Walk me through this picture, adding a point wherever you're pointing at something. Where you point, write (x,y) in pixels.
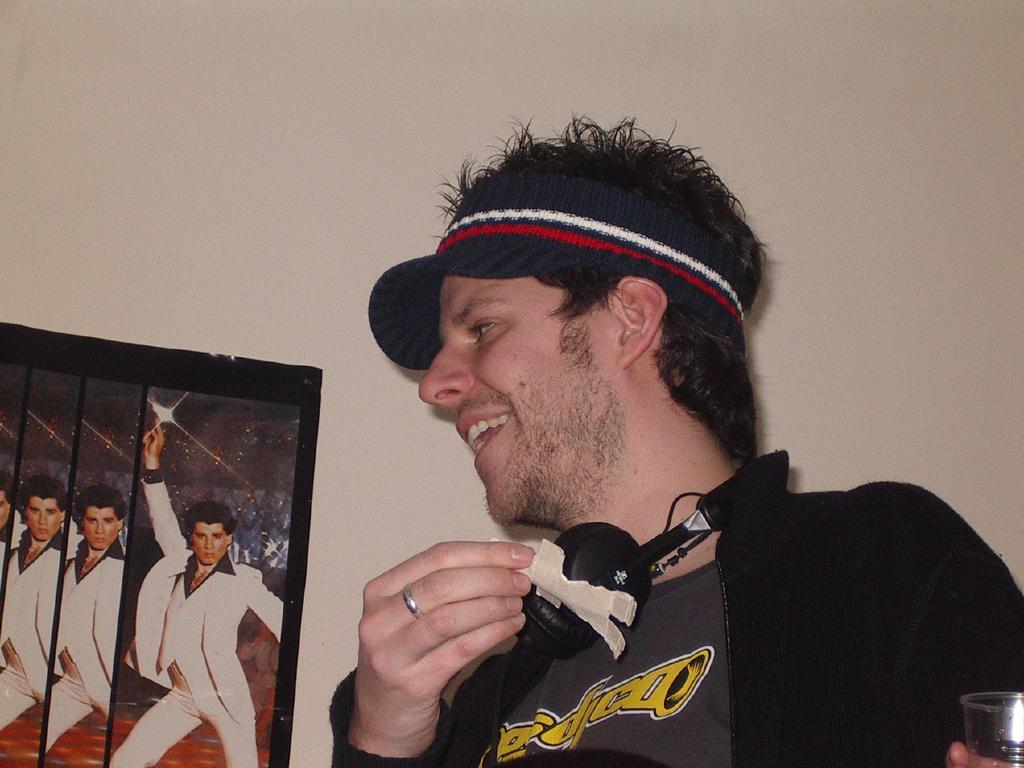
In this picture we can see a man (485,312) wore a cap (527,179), headsets (612,554), holding an object (556,582) and a glass (991,745) with his hands (508,564). In front of him we can see a photo (298,435) on the wall (278,267).
